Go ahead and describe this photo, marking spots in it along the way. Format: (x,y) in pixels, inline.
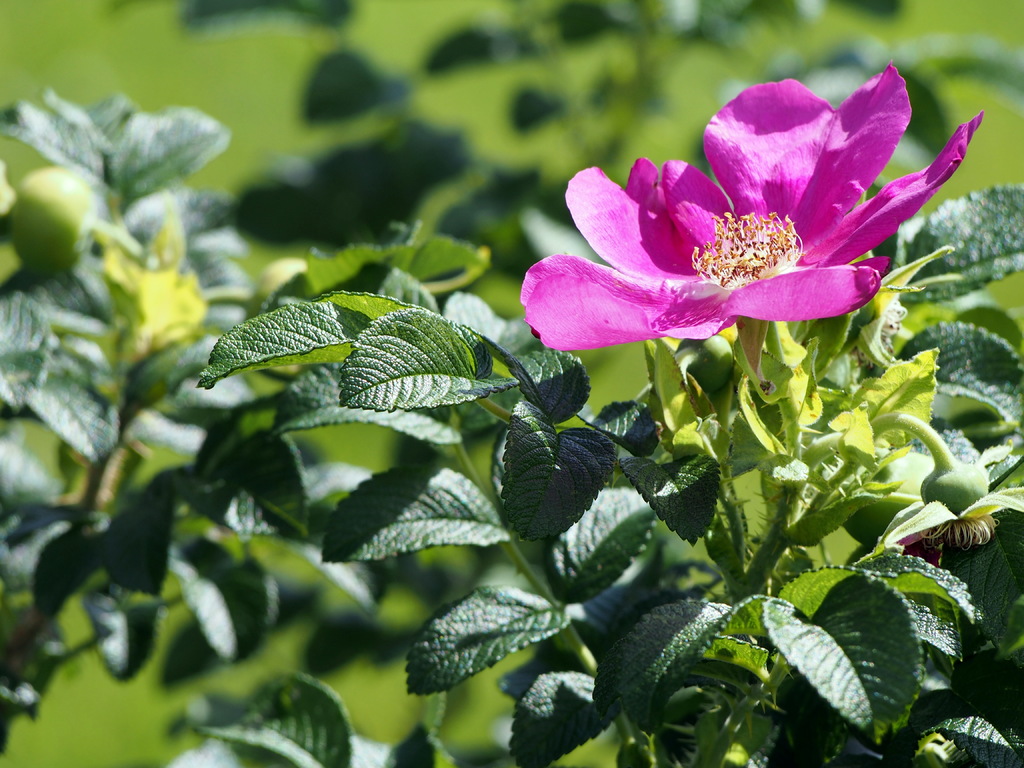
In this image we can see some plants (636,568) with pink flowers (815,145).
